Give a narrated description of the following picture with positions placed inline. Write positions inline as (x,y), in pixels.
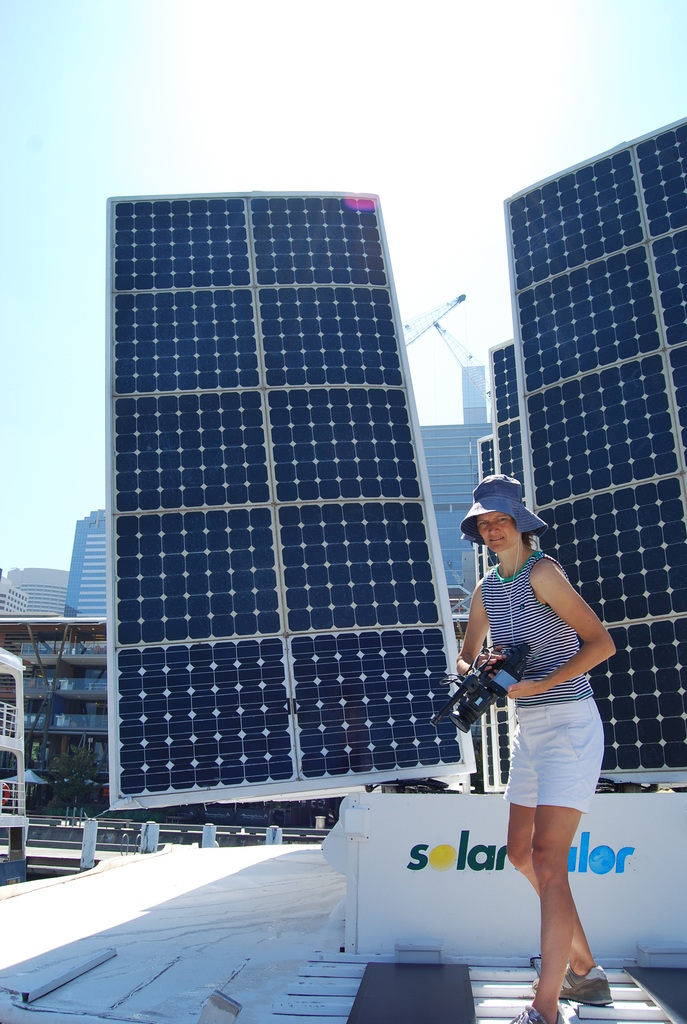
This is an outside view. On the right side (550,698) there is a woman (565,921) holding a camera (492,690) in the hands (535,684) and standing. In the background (501,375) there are few solar panels (282,456) and many buildings (45,627). At the top of the image (195,62) I can see the sky (388,116). At the back of this woman (511,594) there is a white board (413,850) on which I can see some text (448,861).
